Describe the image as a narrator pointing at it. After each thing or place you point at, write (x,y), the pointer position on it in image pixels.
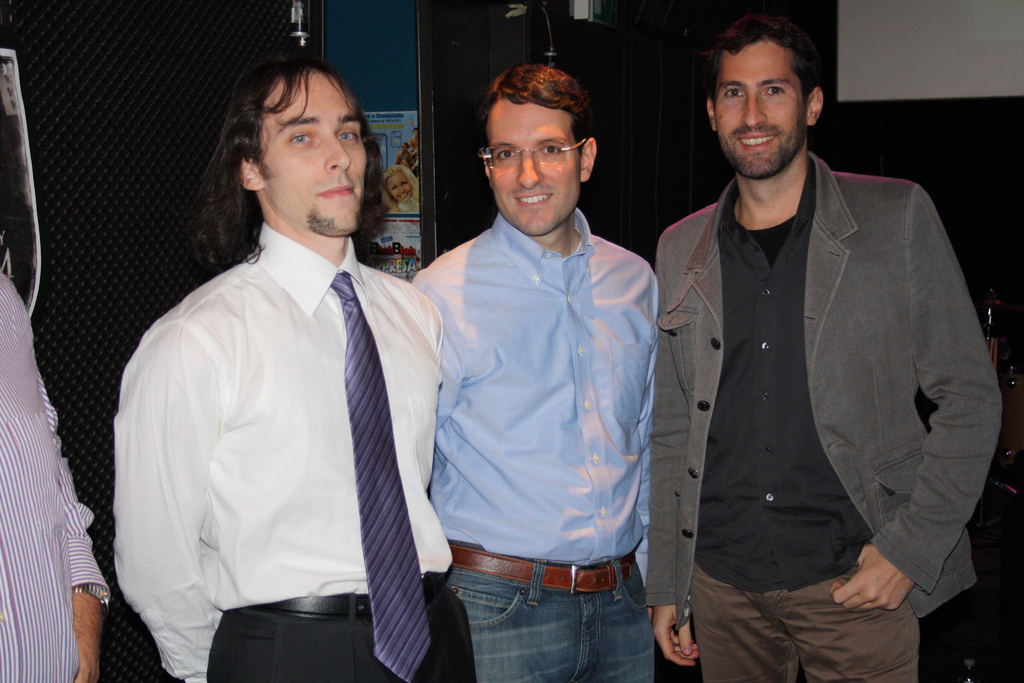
In the center of the picture (424,269) there are three men (382,314) with smiley faces (731,130). On the left (31,473) there is a person (54,473). In the background (44,120) there are some objects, calendar (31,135), poster (403,160) and wall (236,42).
